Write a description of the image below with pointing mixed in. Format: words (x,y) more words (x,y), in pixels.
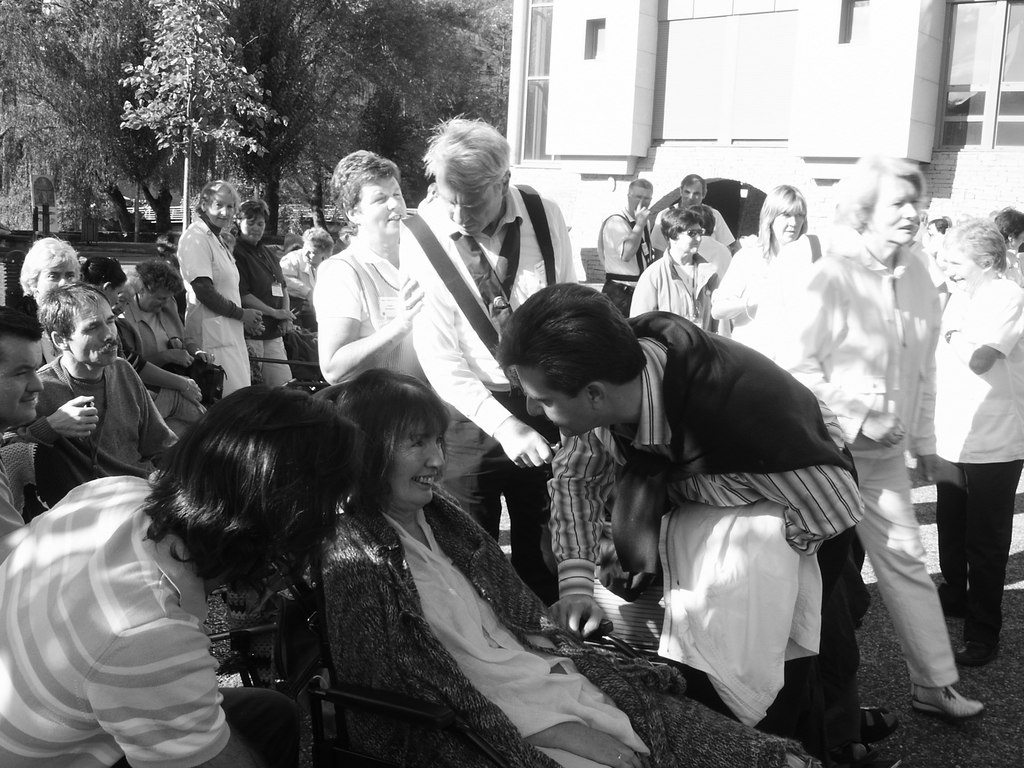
In the center of the image (494,320) we can see a group of people (509,378) are there. In the background of the image (845,60) we can see a building (740,101), windows (993,66), trees (286,201), board (52,179) are present. At the bottom of the image (505,661) we can see a lady (445,678) is sitting on a chair (654,654) and ground (904,673) are there.
